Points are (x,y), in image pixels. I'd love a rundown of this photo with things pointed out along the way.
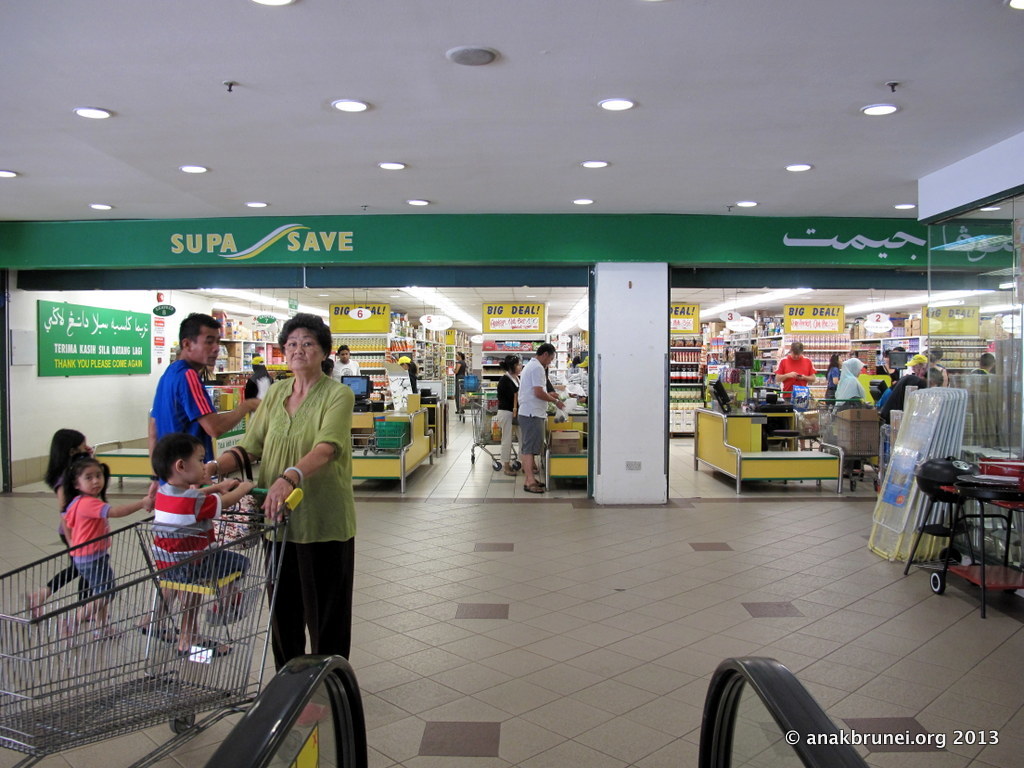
As we can see in the image there are few people (219,554) here and there, banner (110,337), wall (112,293), lights (287,4), cart (19,635) and there are few furnitures (719,470).
